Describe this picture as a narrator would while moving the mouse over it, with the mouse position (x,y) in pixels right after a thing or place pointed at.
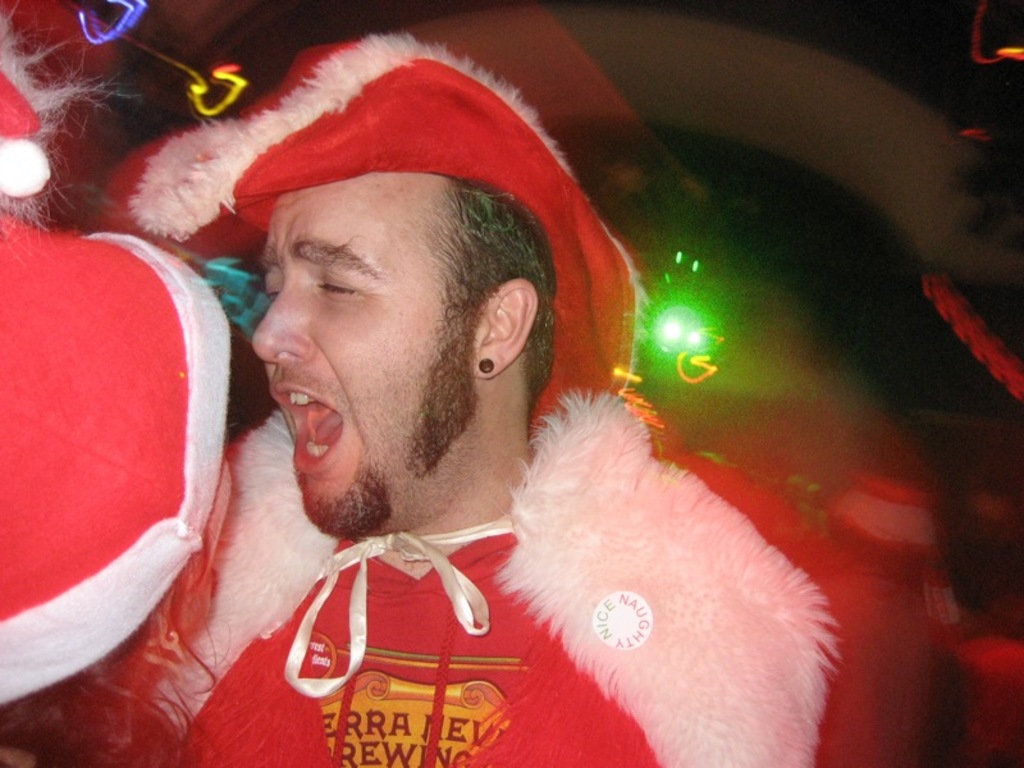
In this image we can see a man (270,526) wearing costume (447,668).
